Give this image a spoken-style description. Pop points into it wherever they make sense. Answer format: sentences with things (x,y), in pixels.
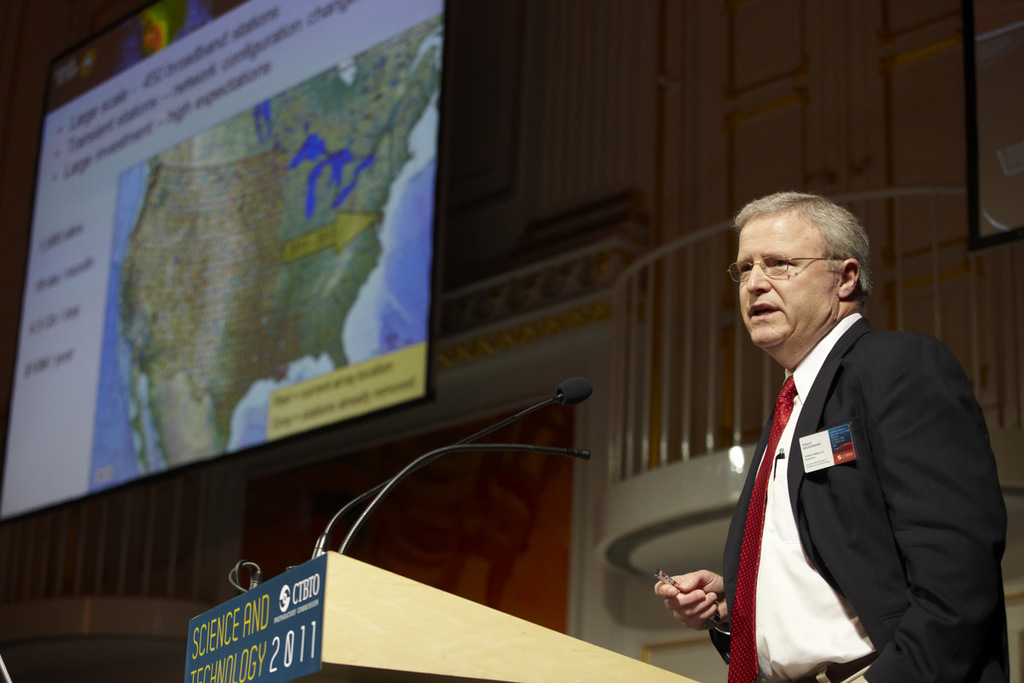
In this image we can see a person (818,511) standing at the desk (261,599). On the desk (294,586) we can see mics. In the background (618,192) we can see wall (628,92), screen (262,236).
